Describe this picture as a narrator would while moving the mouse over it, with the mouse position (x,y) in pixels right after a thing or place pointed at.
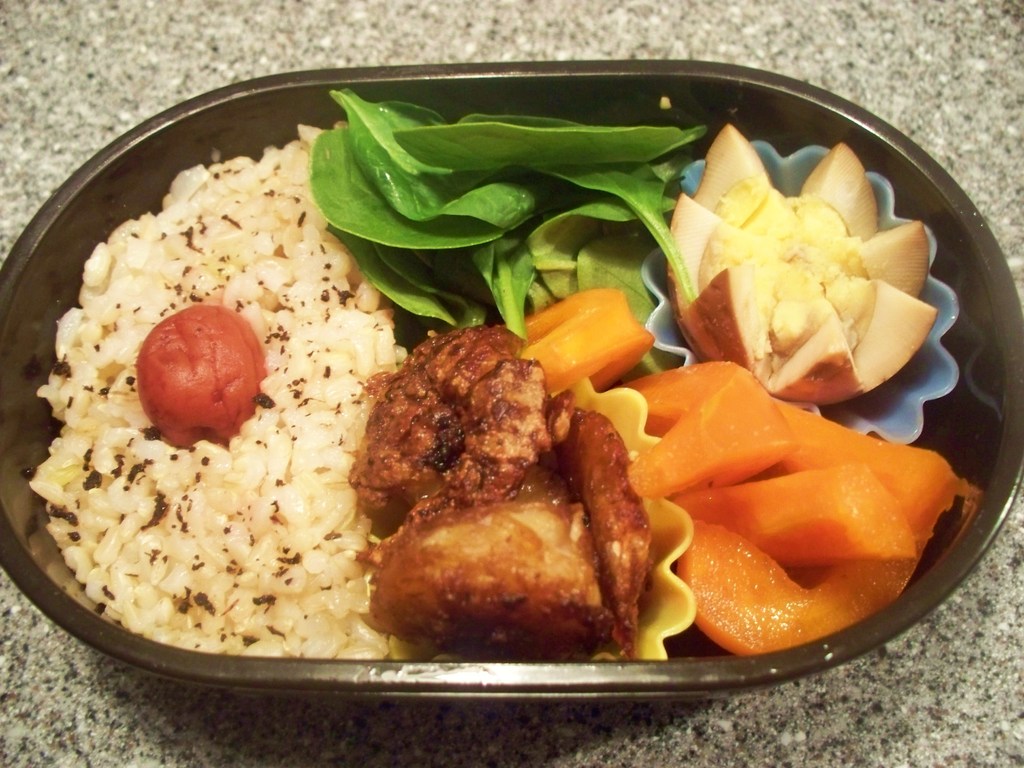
In the image in the center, we can see one table (811,6). On the table (357,37), we can see one box (500,677). In the box (573,675), we can see some food items (480,412).
